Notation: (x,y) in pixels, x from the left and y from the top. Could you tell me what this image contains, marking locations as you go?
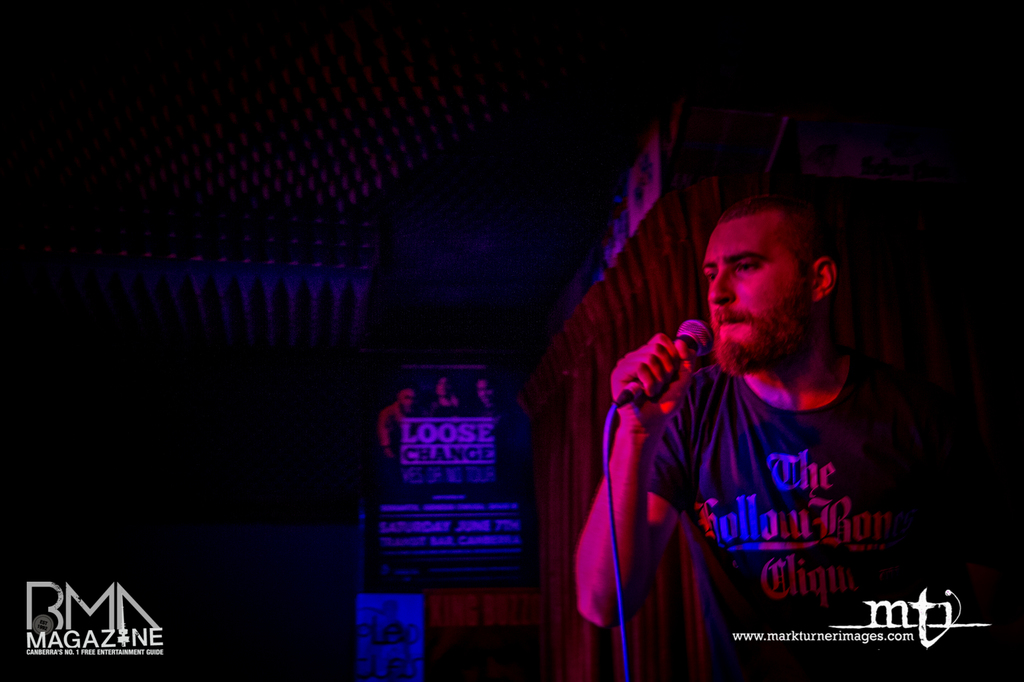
In the picture we can see a man (933,563) singing a song in the microphone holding it and he is in a black T-shirt (821,545) and behind him we can see a curtain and a board (375,575) with a name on it.
